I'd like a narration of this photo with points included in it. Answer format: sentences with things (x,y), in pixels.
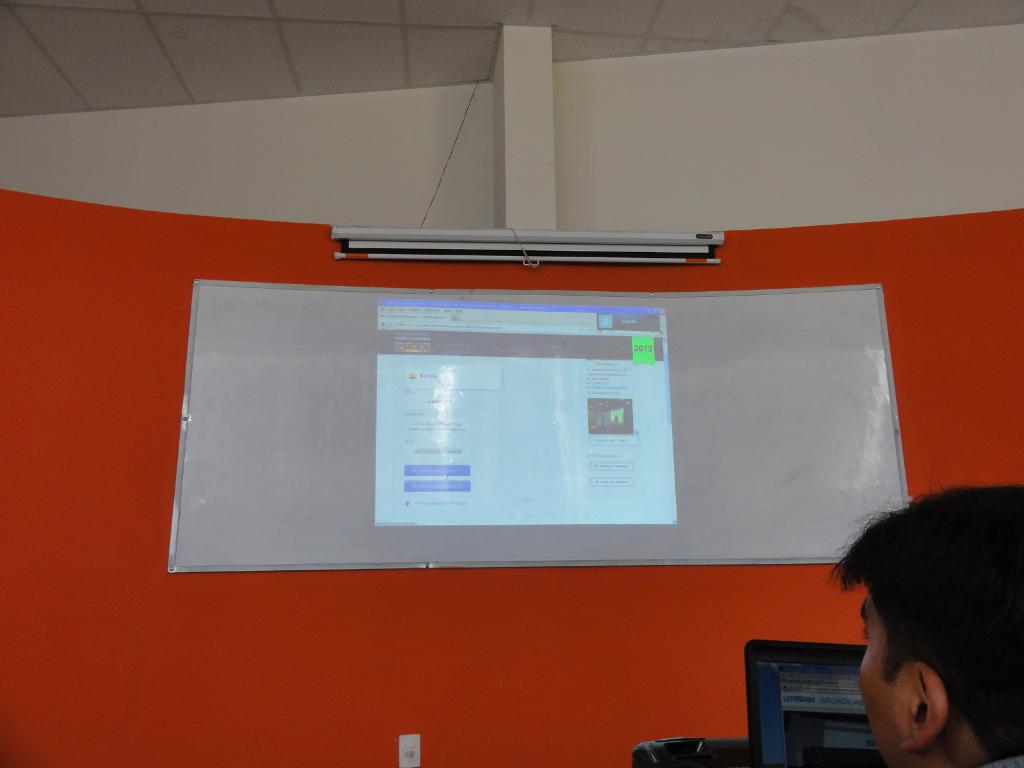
In the image there is a screen (305,301) on the wall (903,321) and, a person (961,643) visible with laptop (781,679) in front of him on the right side (768,739) bottom.
